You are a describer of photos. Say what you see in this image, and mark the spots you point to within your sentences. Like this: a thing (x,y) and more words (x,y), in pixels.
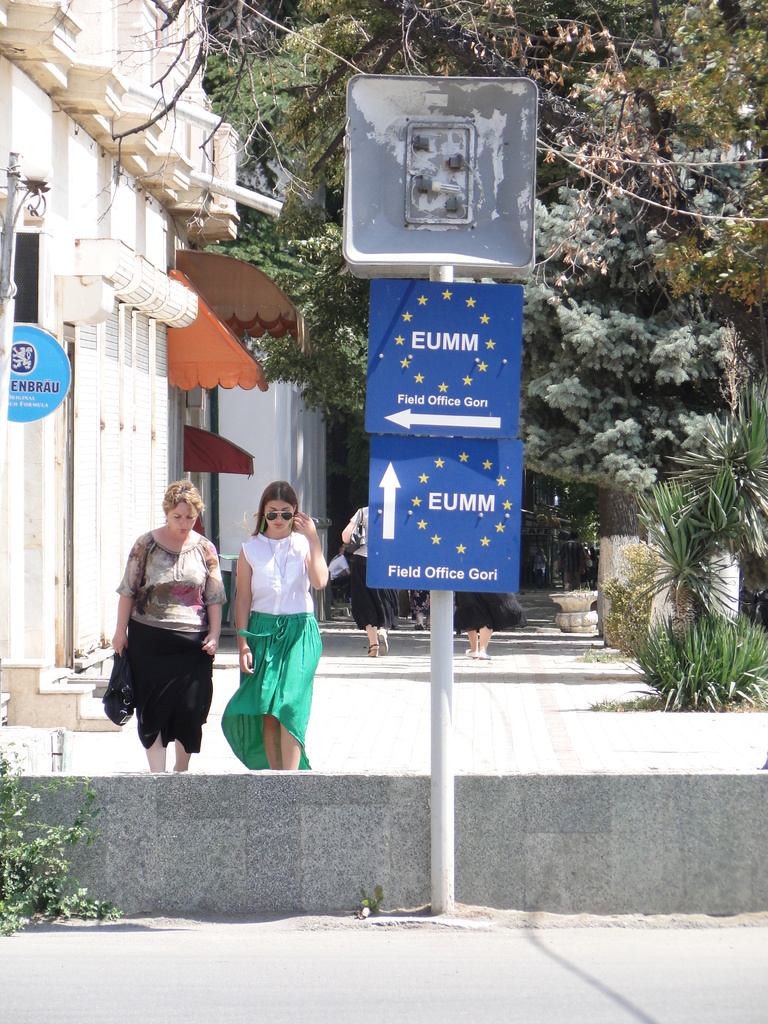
In the center of the image (392,523) there is a sign board (437,80). There are two ladies (307,641) walking. In the background of the image (624,34) there are trees (624,532). There is a building (57,256). At the bottom of the image (301,927) there is a road (251,1003).
